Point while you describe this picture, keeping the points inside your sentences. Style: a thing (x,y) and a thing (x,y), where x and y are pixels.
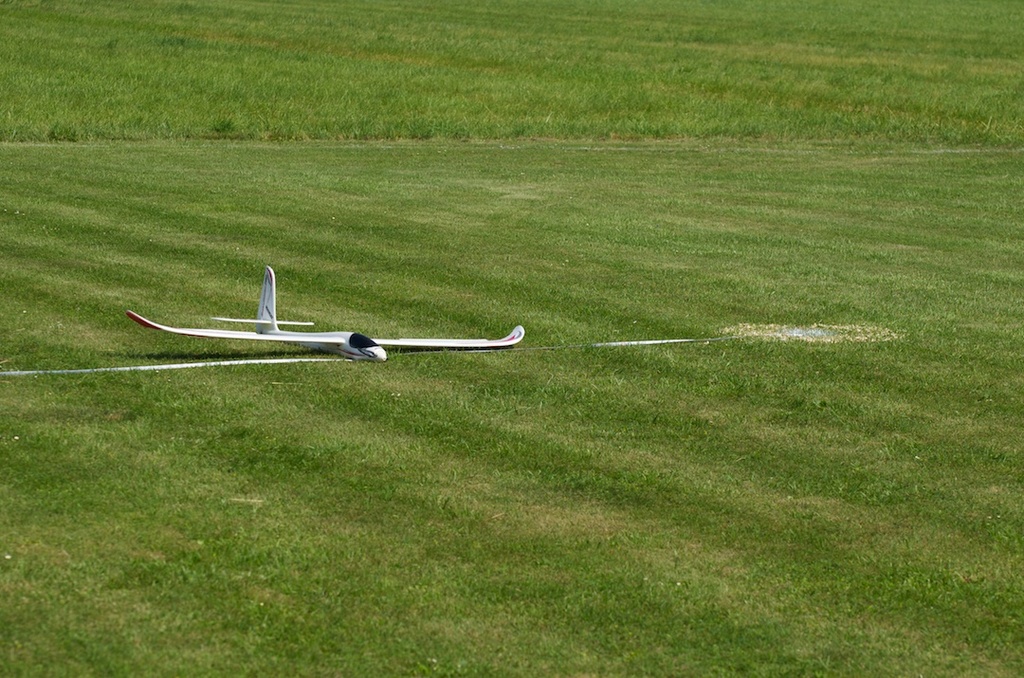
In this picture I can see there is toy of a air plane (382,359) and there is grass (691,329) all over the floor (381,653).
